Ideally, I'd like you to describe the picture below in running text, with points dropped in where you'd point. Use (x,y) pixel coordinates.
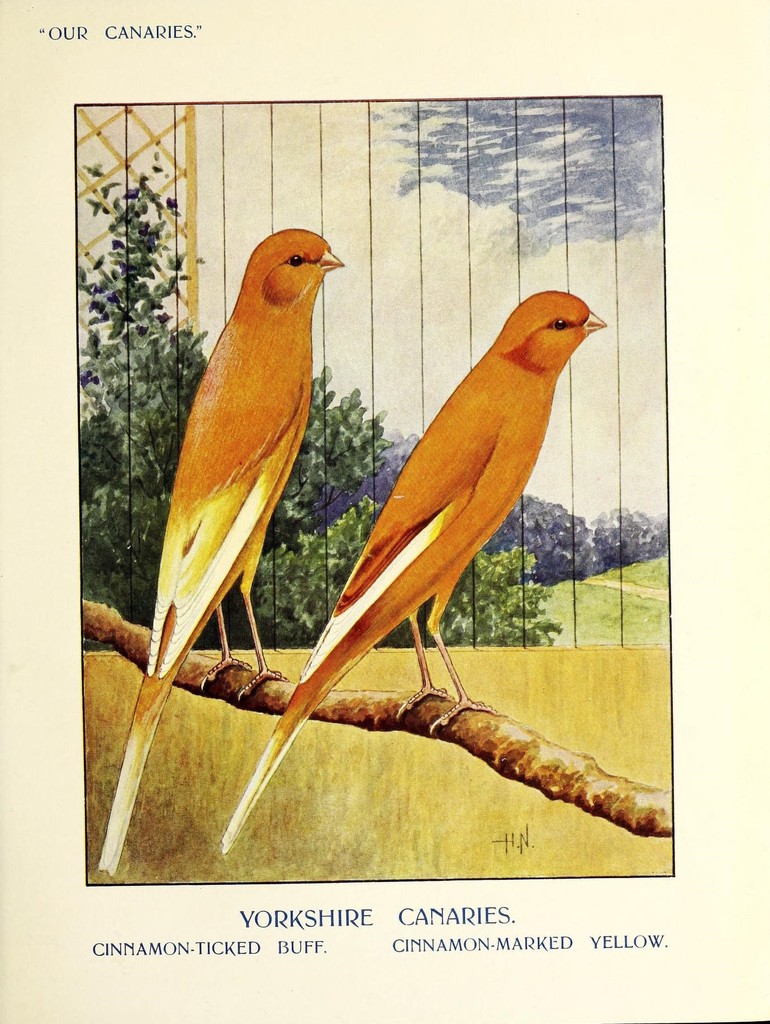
This image looks like a poster. There are trees (270,600) in the middle (350,576). There are birds (467,476) in the middle (274,406). There is something written on this image.
